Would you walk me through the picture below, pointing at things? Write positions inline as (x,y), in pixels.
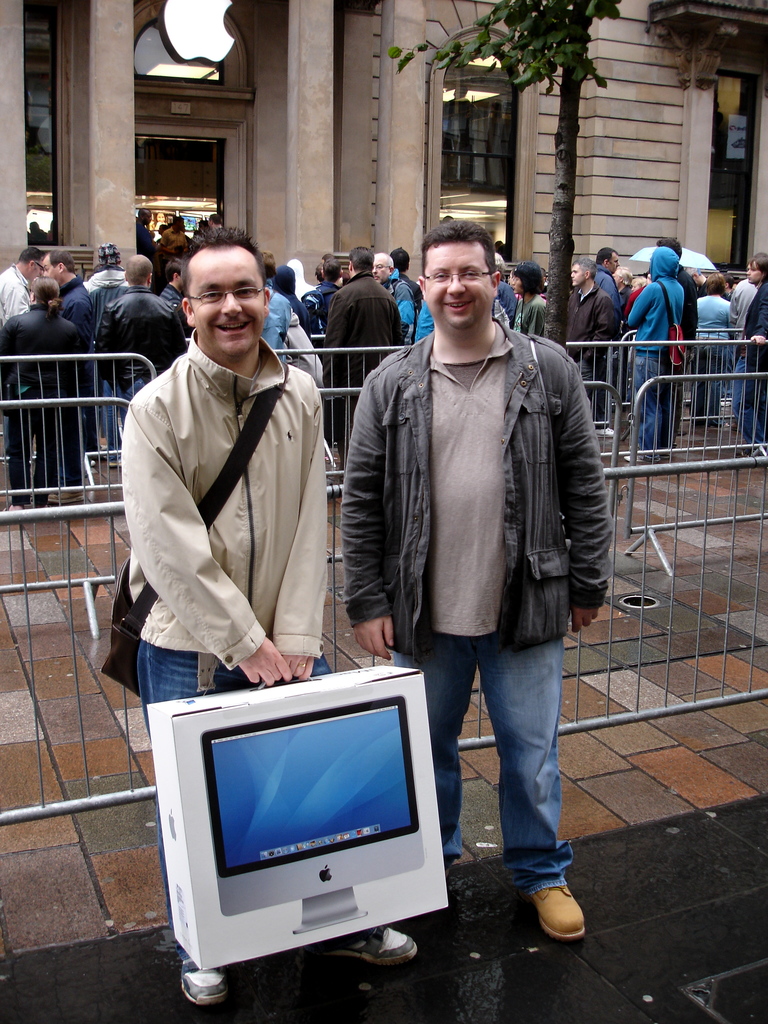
In this image we can see there are people (290,295) standing in front of the building (229,17) and there are two people (259,525) standing and one is holding a box (321,794). And there is a fence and a tree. At the back (259,52) there is a building (532,216) with the apple logo (206,44).
